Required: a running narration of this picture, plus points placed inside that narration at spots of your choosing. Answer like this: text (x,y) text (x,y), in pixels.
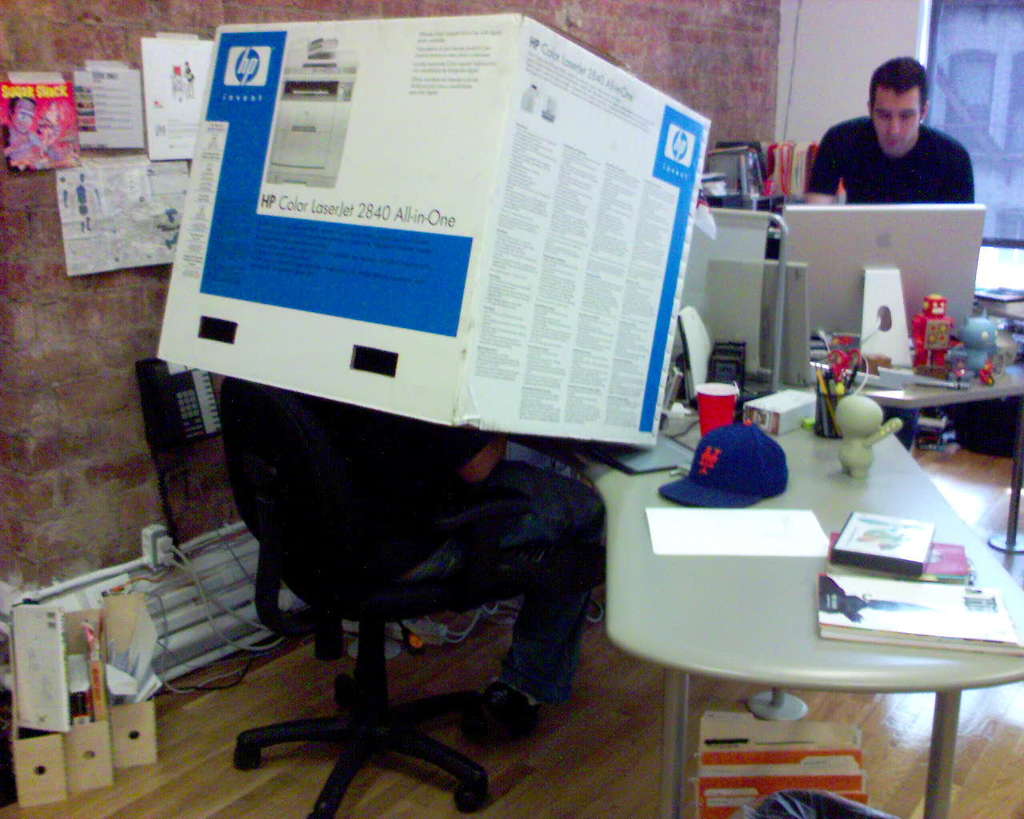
This is a table (704,628) with a book (857,602), cap (753,470), glass (719,399), paper (776,518), pen stand (820,391) and some other objects (865,448). I can see a person (439,530) sitting on the chair (444,605). This is a cardboard (528,252). I can see a telephone (159,431) attached to the wall (78,375). There is another person (908,169) standing and working on the computer (928,262). I can see some posters (120,143) attached to the wall (83,48).
